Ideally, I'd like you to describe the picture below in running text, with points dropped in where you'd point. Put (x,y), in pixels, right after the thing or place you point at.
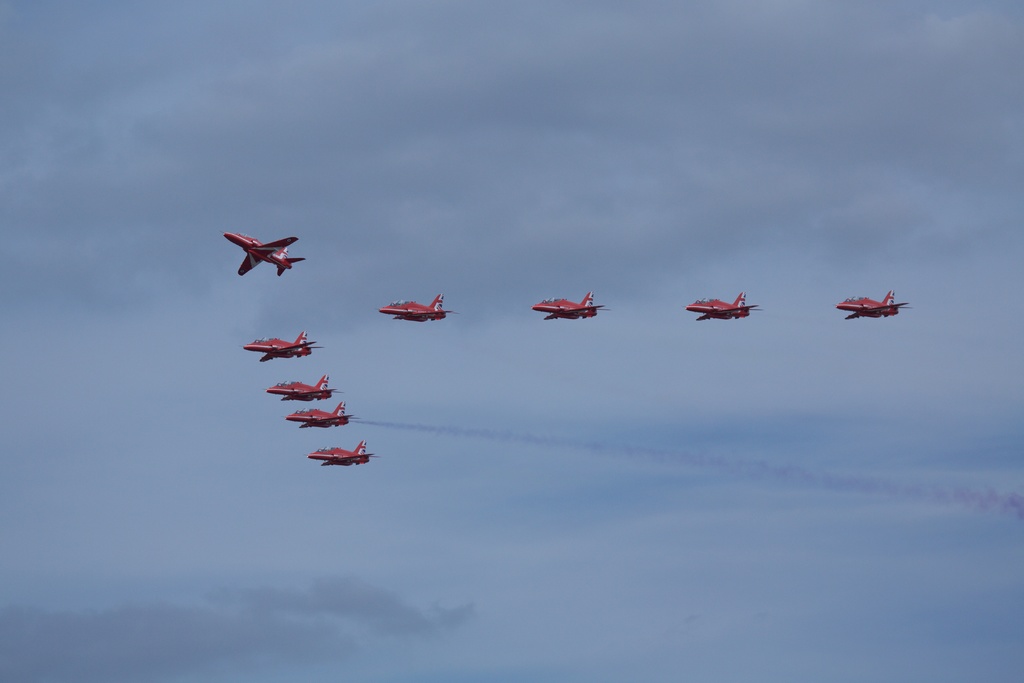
In this image there are aircraft (745,307) flying in the sky (254,679).
